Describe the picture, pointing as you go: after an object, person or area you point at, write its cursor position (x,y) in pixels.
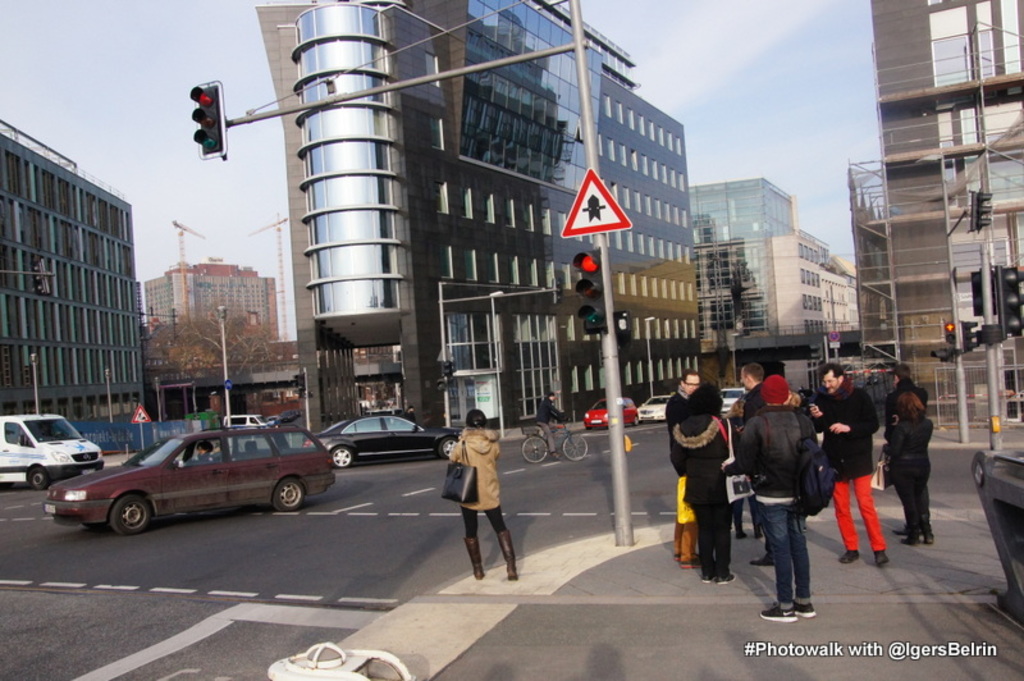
In the image we can see there are many buildings (720,248), poles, signal poles (205,115) and the cranes (188,232). We can even see there are people (747,417) standing, wearing clothes (749,436) and some of them are carrying bags (449,497). There are many vehicles (170,495) on the road (164,536). Here we can see the sky (232,130) and on the bottom right (852,654) we can see the watermark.
